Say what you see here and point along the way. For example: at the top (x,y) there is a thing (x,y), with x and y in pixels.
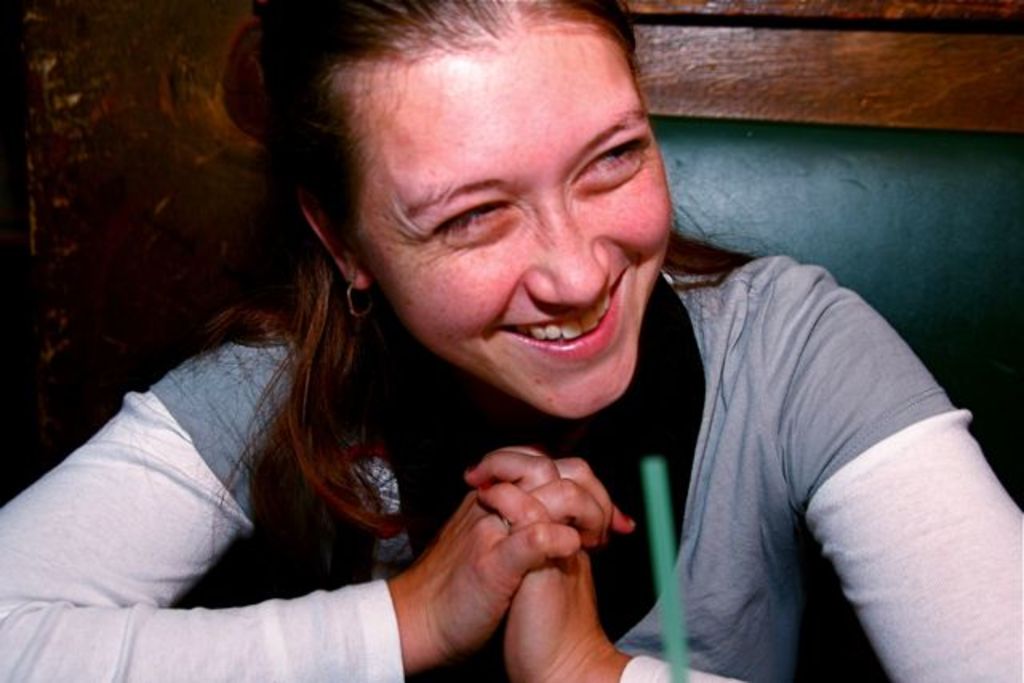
In the foreground of this image (354,319), there is a woman (472,411) sitting and laughing. Behind her, there is a green chair (852,203) like an object (813,165) and the wooden wall (790,62).
